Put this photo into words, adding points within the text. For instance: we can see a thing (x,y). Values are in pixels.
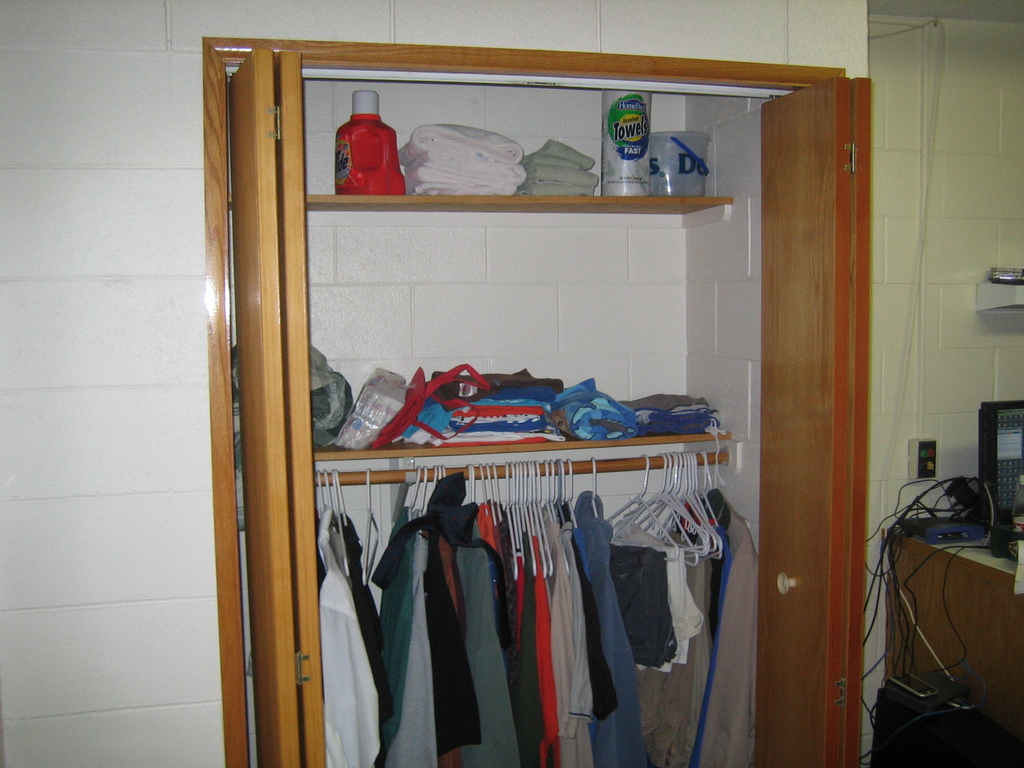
In this image there is a cupboard (579,319), there are objects (512,170) in the cupboard (520,238), there are clothes (431,572) in the cupboard (474,347), there are objects (975,504) towards the right of the image (948,481), there is a wire (936,96), at the background of the image (198,477) there is a wall (350,350), the background of the image (90,427) is white in color.
